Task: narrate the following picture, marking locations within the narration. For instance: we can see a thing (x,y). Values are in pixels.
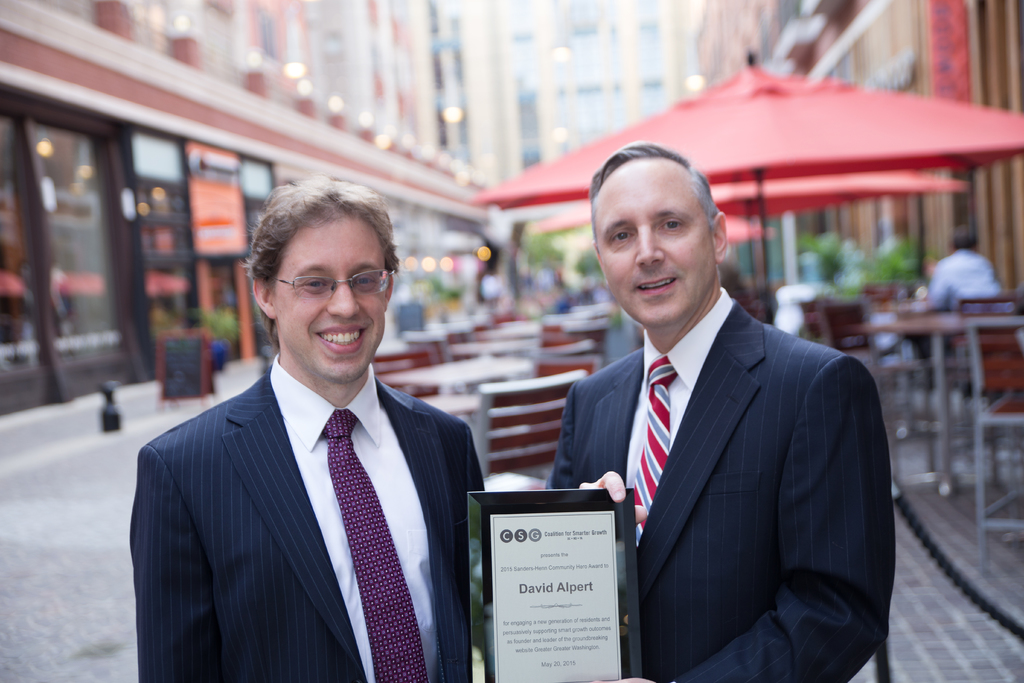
There are two men (464,511) standing and holding an award (493,560) as we can see at the bottom of this image (484,595). We can see chairs (865,307), tables (459,322), umbrellas (769,110) and buildings (272,139) in the background (925,324).
